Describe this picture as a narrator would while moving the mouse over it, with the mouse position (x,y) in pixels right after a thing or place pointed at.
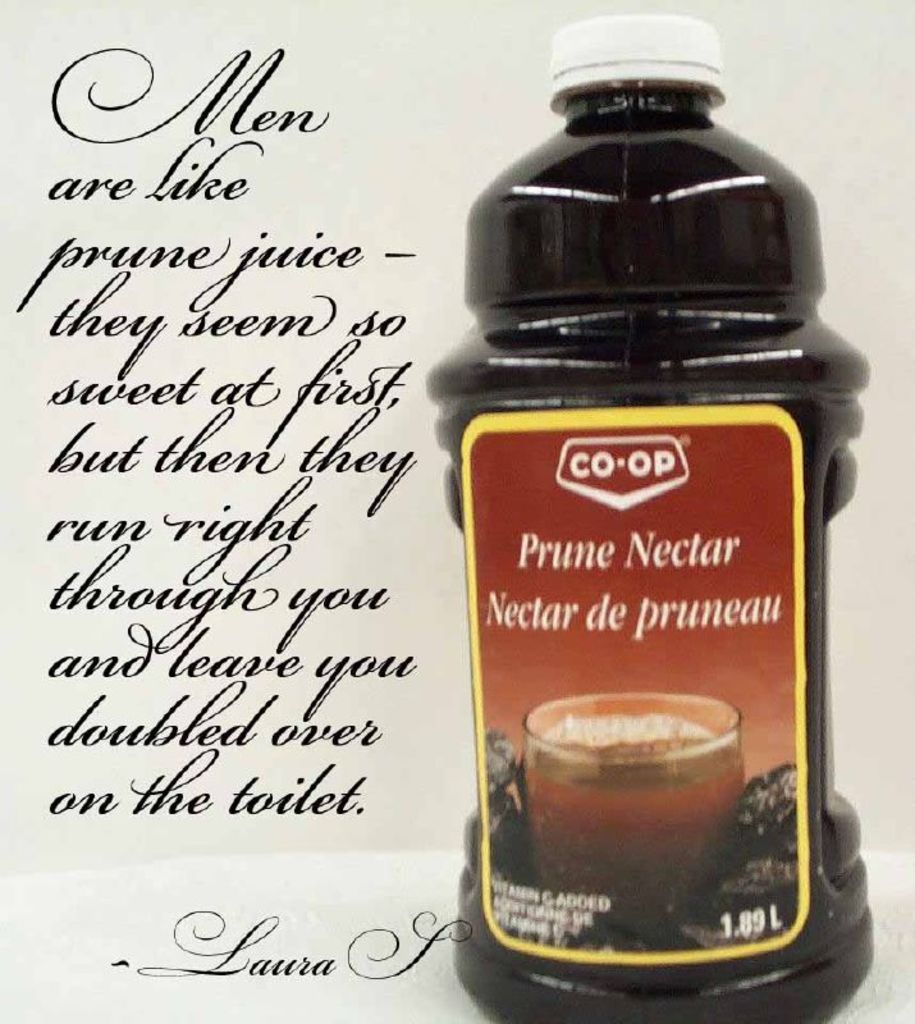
This image consists of a bottle (754,615). There is a liquid (553,281) in that bottle (604,525). There is something written on the left side (238,545).
